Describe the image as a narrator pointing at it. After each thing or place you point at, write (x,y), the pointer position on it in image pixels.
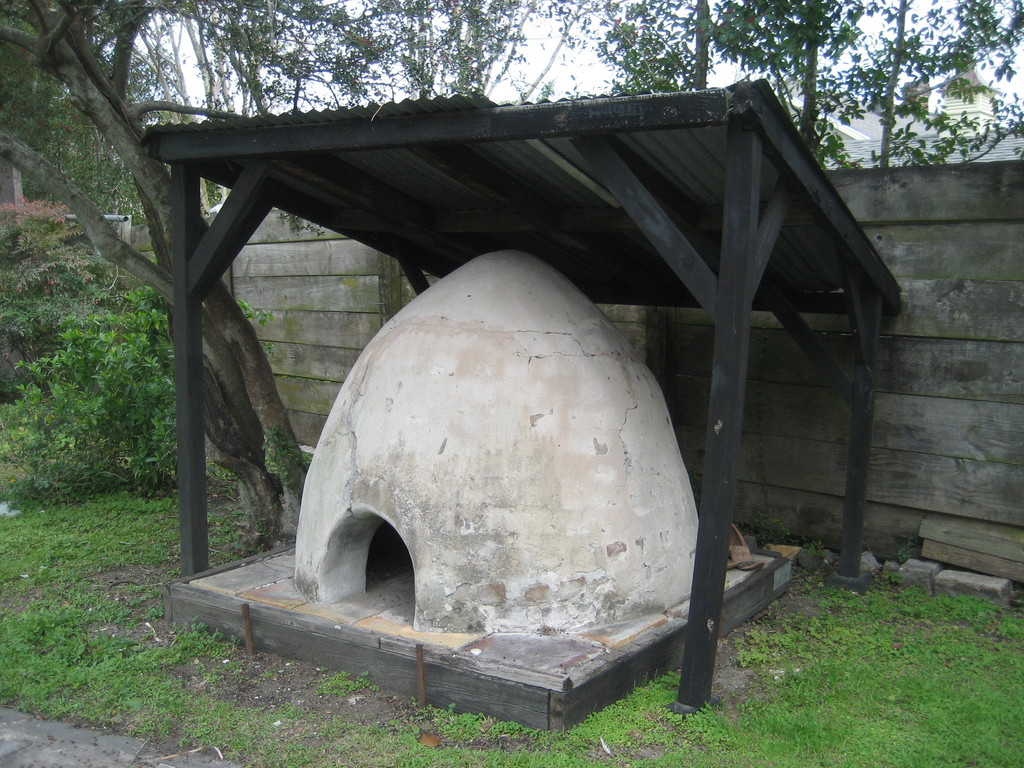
In the center of this picture (469,408) we can see an oven (557,385) under a shed (430,174) and we can see the green grass (788,708), plants (105,313), trees (811,73). In the background (956,179) we can see the stones (927,573), wooden fence (970,219), sky (919,75) and some houses (989,117).
